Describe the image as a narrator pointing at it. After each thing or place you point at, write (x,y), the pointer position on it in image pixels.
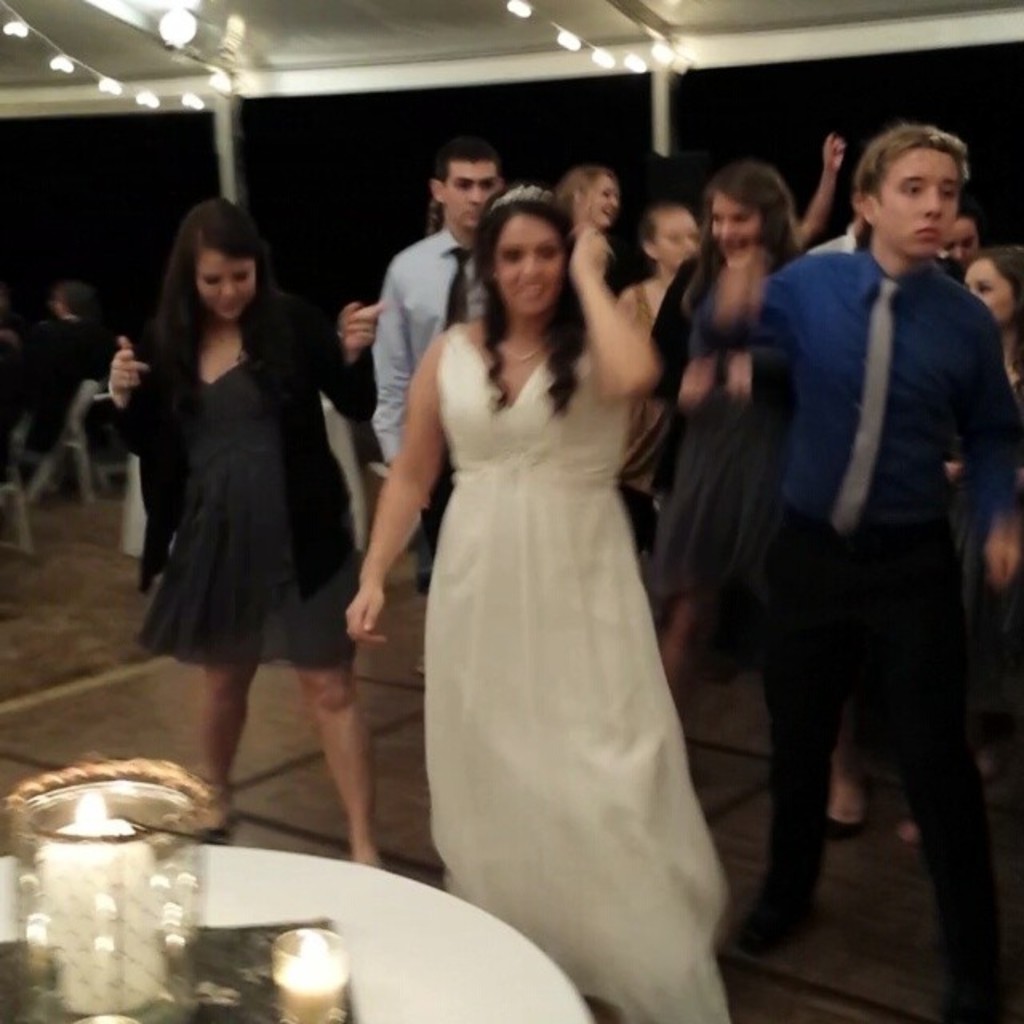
It is a blur image, there are a group of people (696,401) dancing and in front of them there is a table (270,887) and on the table (340,905) there are two candles (138,916).
